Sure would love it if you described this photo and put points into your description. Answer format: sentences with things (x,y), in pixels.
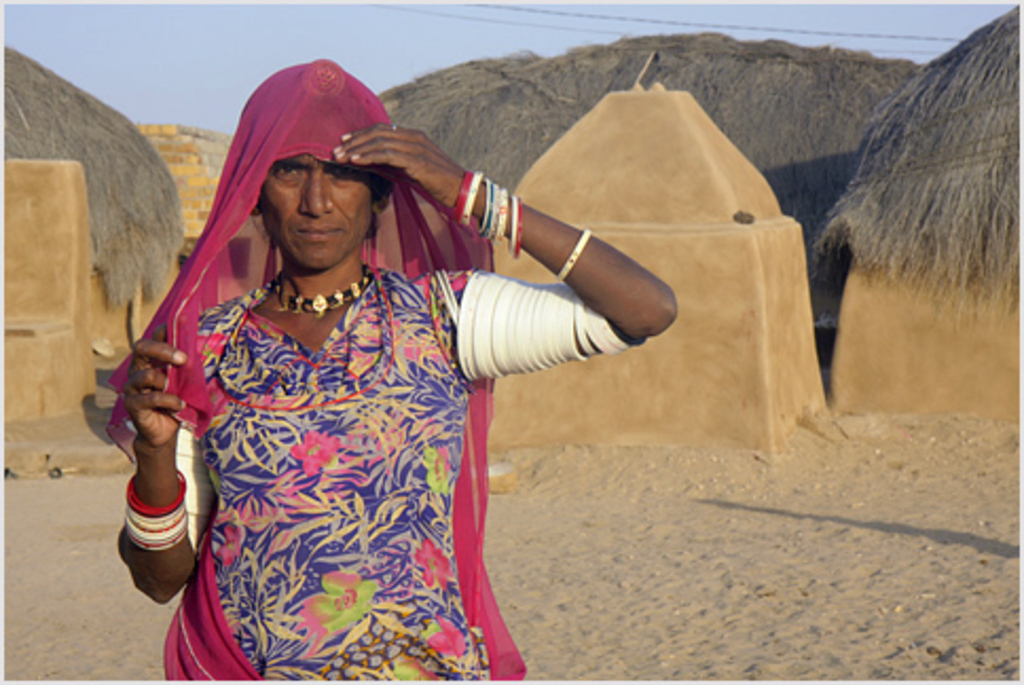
In this image we can see a person (350,453) standing on the ground (589,458). In the background (626,221), we can see the sheds (108,145) and sky (330,15).
